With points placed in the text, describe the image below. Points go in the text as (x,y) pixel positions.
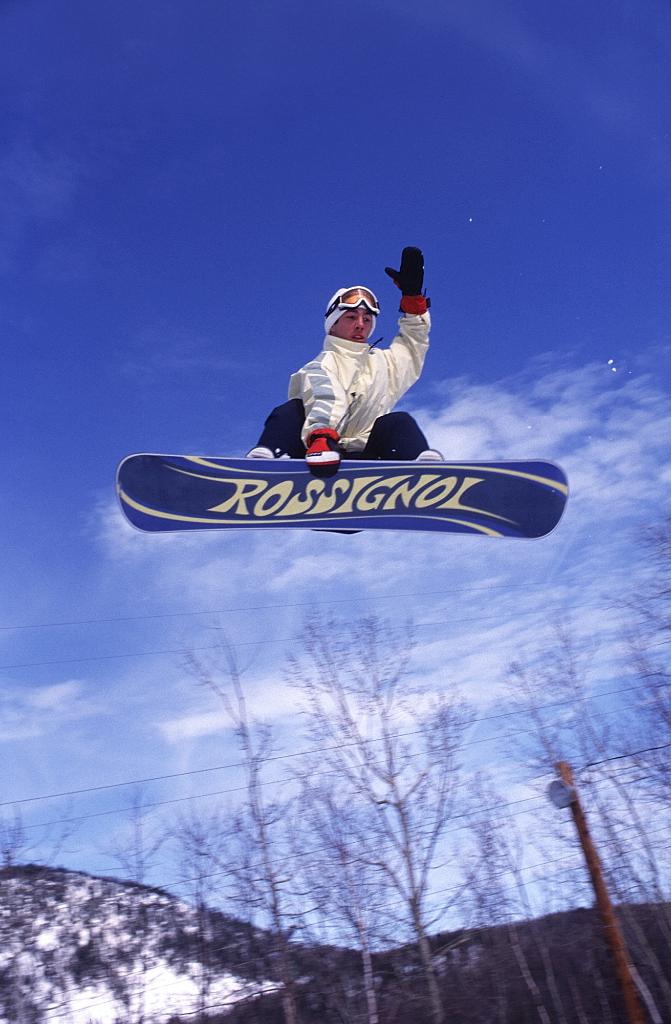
In this picture we can see a person (361,391) and a ski board (353,484) in the air (578,861), this person (373,421) wore gloves (408,302), shoes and goggles (360,308), in the background (618,890) there are some trees (622,904), we can see the sky (257,148) at the top of the picture (289,172).
